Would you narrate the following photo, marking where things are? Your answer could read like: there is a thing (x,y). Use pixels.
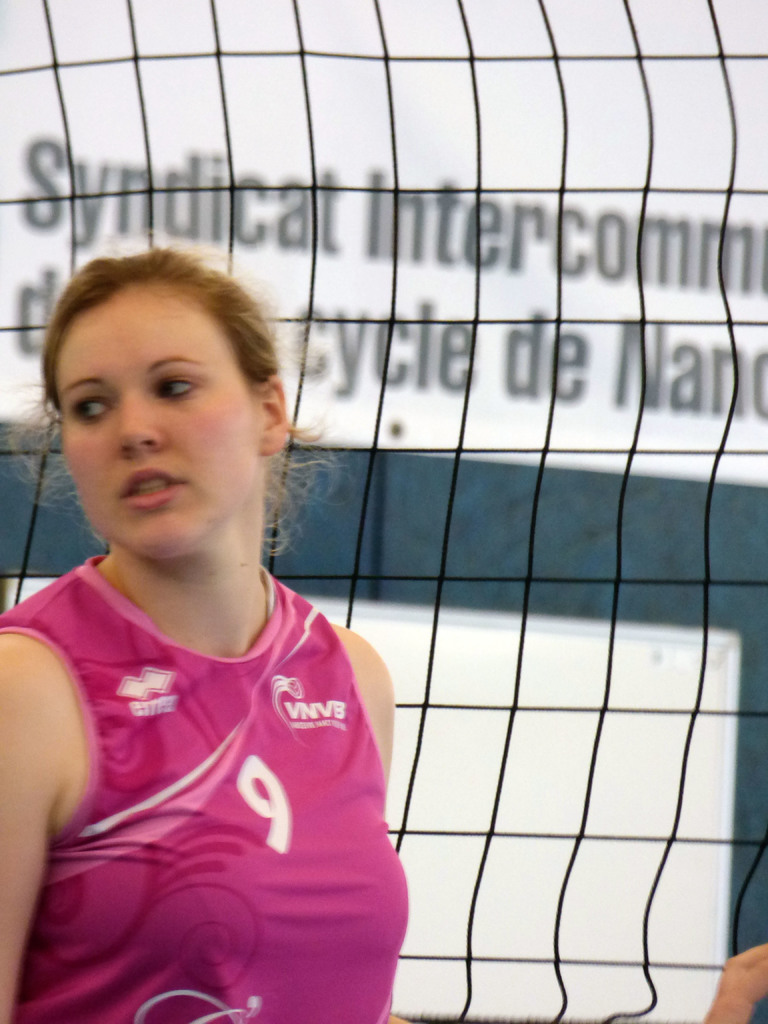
In the image there is a woman (201,442) in the foreground (74,579) and behind her there is some net (430,464).
